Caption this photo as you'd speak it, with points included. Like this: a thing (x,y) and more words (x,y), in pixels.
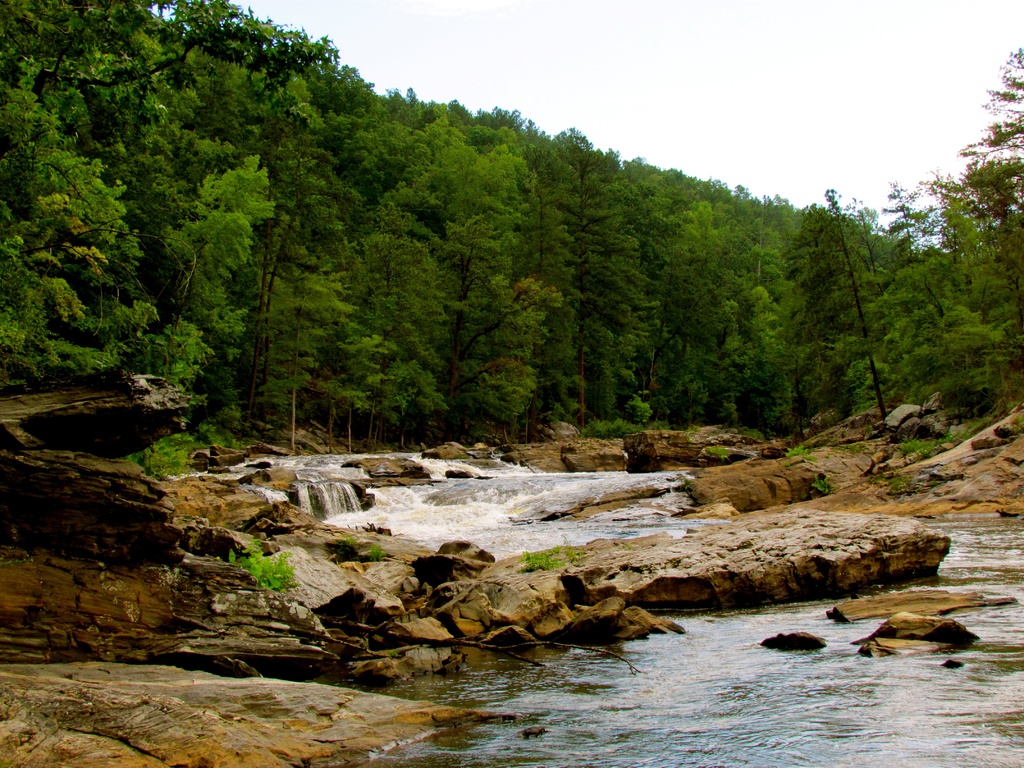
In this image we can see there is a river (689,692) and rocks (749,552) on the either side of the water (1006,536) in the middle (529,402) there are many trees (913,196), backgrounds is the sky (699,86).
